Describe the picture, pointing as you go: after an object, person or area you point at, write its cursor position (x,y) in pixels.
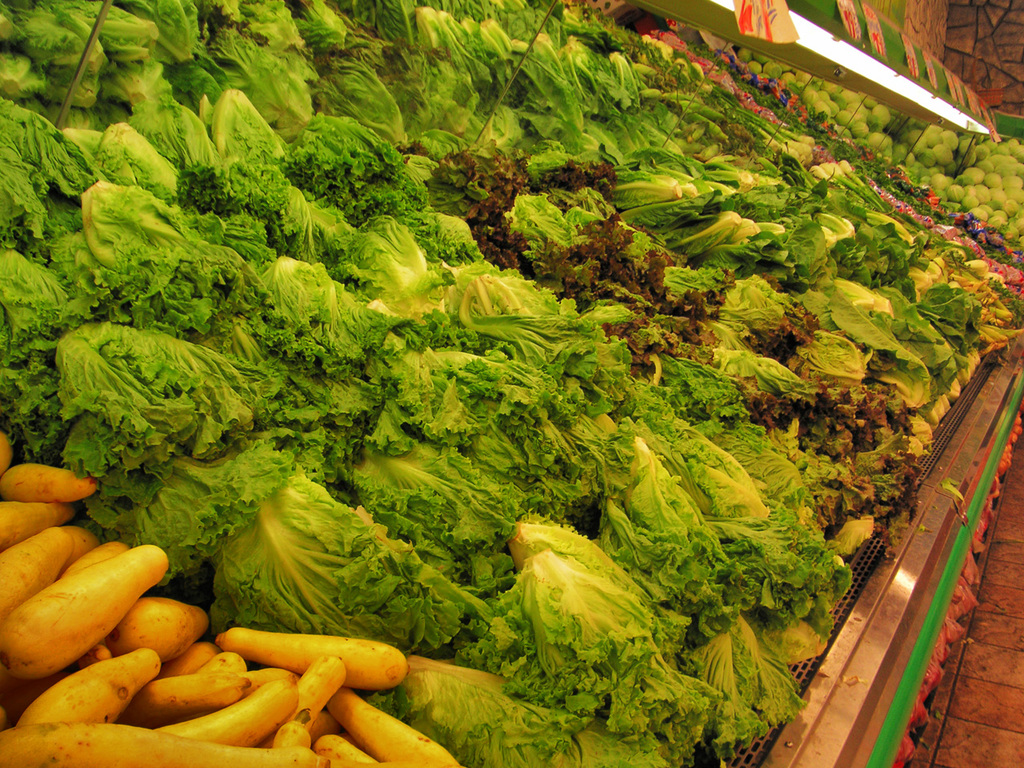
In this image I can see many vegetables (578,398). There is a light (878,70) at the top (875,67).
